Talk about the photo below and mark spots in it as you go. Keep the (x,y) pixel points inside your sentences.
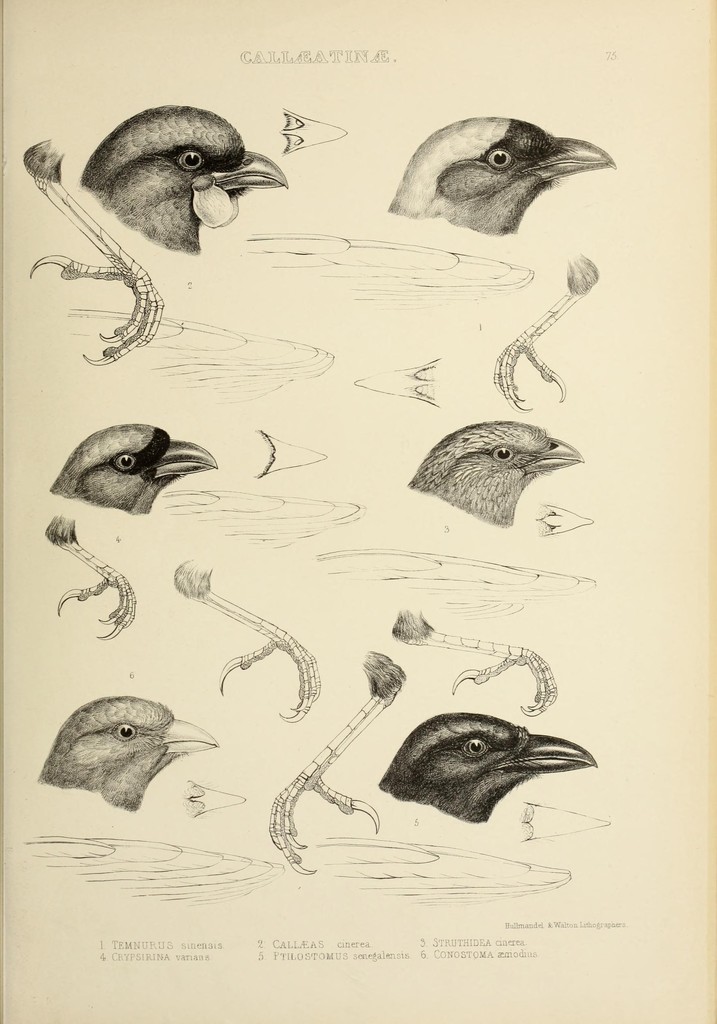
In this picture we can see birds faces (150,225), legs (301,667), wings (200,388) and some text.
